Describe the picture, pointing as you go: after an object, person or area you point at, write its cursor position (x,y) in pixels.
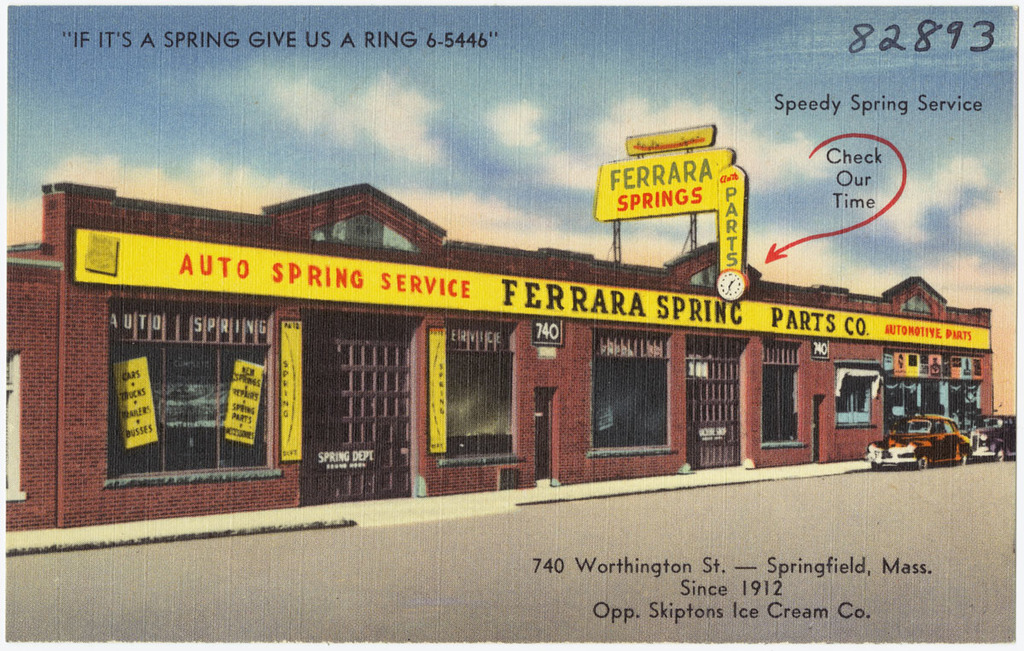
In this image we can see a picture in which we can see a building (661,408) with windows (215,403), sign boards (673,212) with text (704,432) and a clock (737,292). On the right side of the image (913,453) we can see vehicles (952,453) parked on the ground (887,476). In the background (936,198), we can see the cloudy sky (399,180). At the top of the image (371,40) we can see some text (371,40).
